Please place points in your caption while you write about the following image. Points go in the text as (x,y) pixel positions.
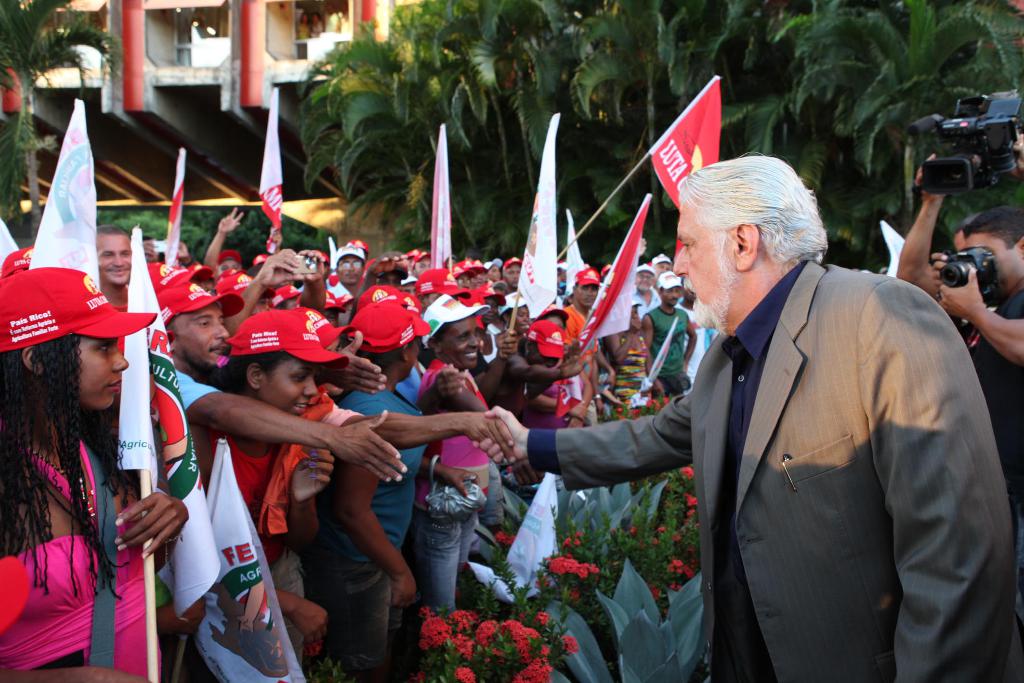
In the picture we can see a group of people (346,524) standing on the path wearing red color caps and holding flags (178,446) and in front of them, we can see a man (774,218) shaking hands (376,436) of the people (403,516) and he is wearing a blazer (669,434), and shirt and in front of him we can see flower plants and in the background (667,31) we can see plants (7,140), and some part of the building (246,168).
